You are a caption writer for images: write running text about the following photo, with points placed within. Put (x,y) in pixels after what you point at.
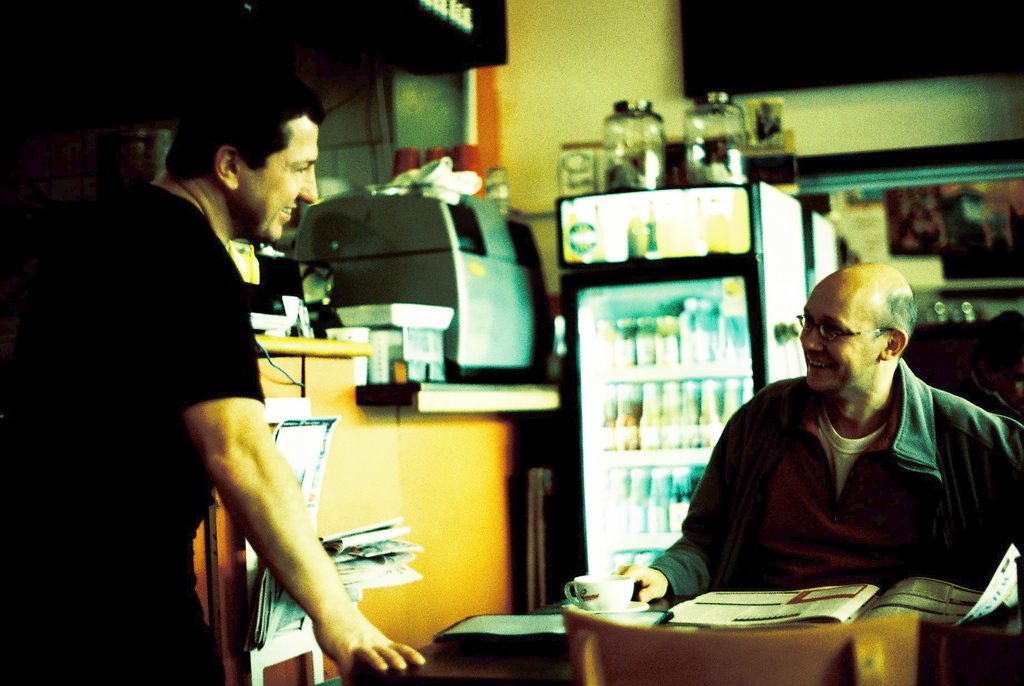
In this picture we can see two persons (761,398). He is smiling and he has spectacles (836,331). This is table (510,669). On the table (529,678) there is a cup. This is chair (794,669). On the background (574,370) there is a refrigerator (647,320) and these are the bottles (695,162). And this is wall (588,60).
